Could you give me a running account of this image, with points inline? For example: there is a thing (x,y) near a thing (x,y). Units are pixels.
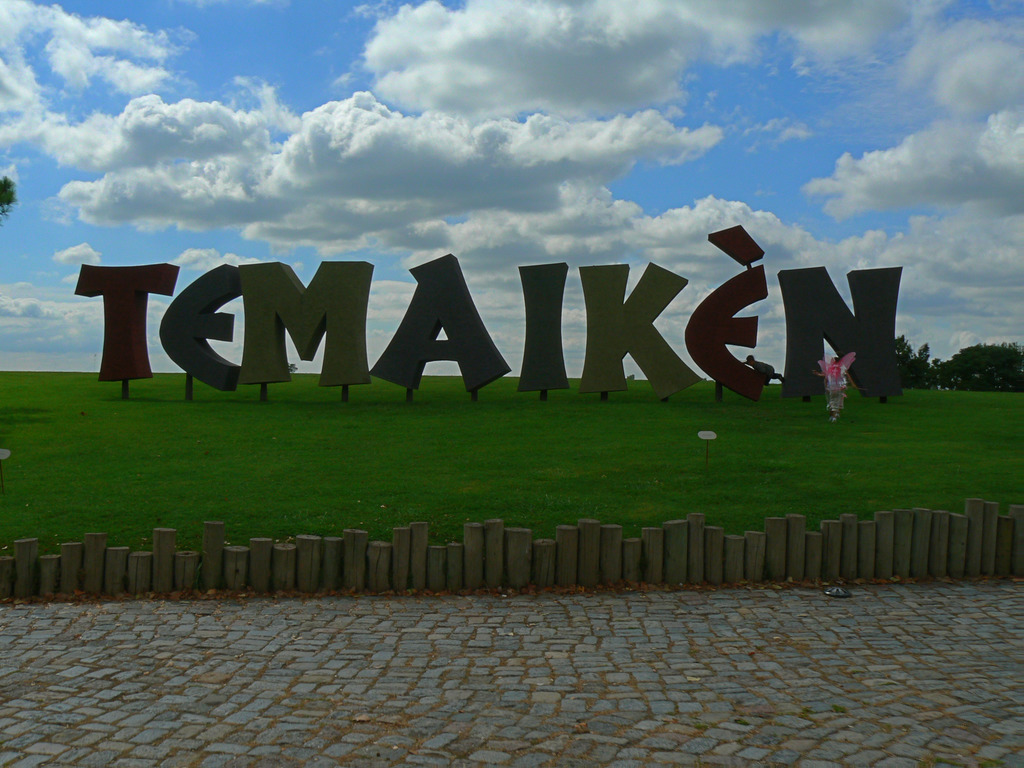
In the middle (632,484) these are the alphabets (609,283) and this is grass (329,473) at the top (474,176) it's a sunny sky (504,203).
